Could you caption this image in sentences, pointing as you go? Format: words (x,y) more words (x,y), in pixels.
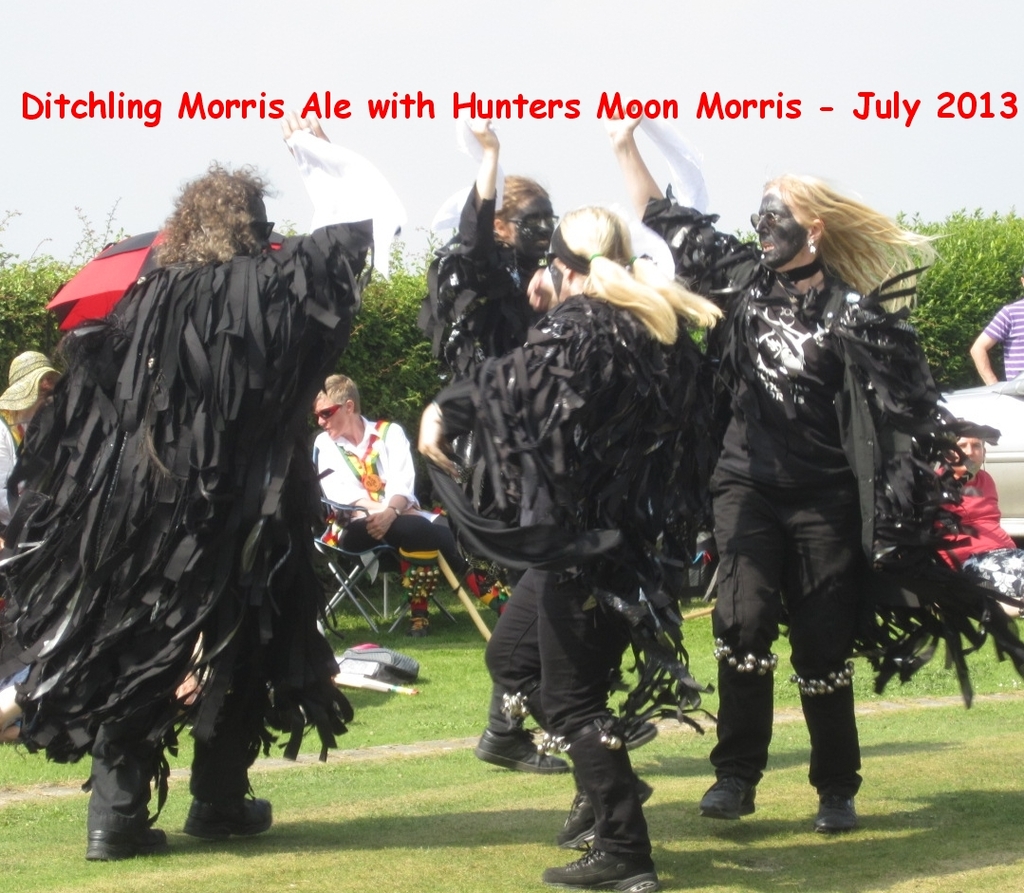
In the foreground of this image (545,527), there are four people (526,473) wearing black color costumes (722,569) are walking on the grass (422,855) in a circular motion by holding white clothes (380,181). At the top (472,103), there is some text (457,109). In the background (972,441), there are few people (369,523) sitting on the chairs (386,578) and a man (1013,313) standing. We can also see a vehicle (1016,447) on the right (1011,420), few plants (982,271) and the sky (929,156).
